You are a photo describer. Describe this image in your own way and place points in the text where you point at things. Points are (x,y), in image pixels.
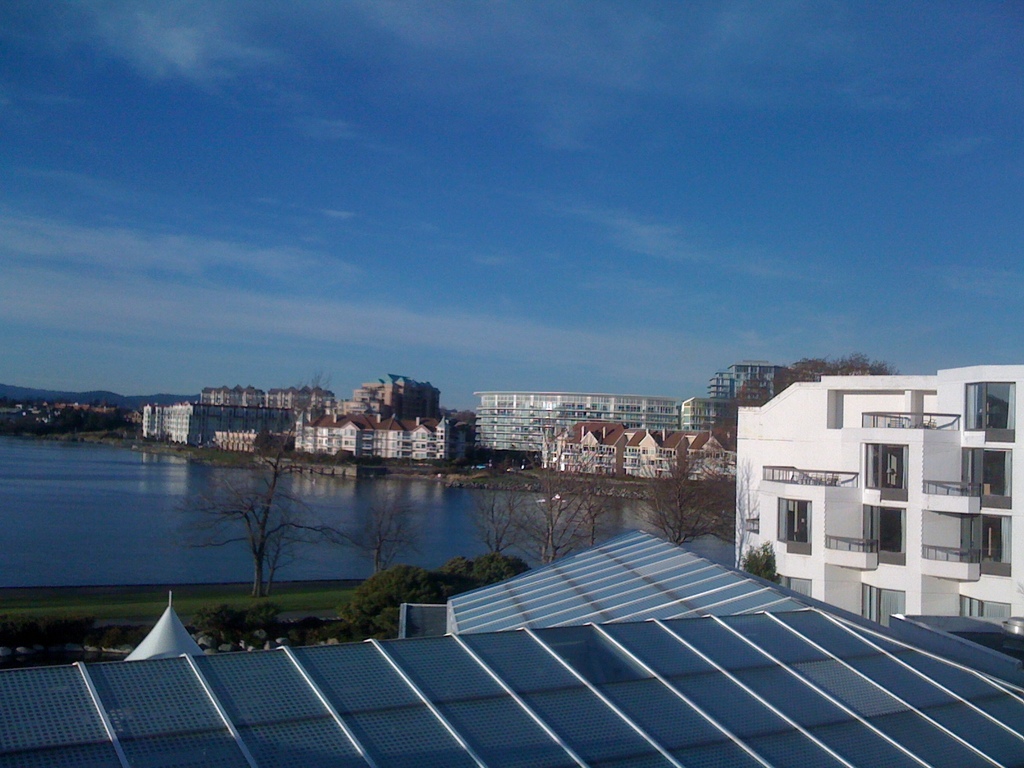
Here we can see roof top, building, trees (370,595), grass (210,599) and water (326,500). In the background (329,426) we can see buildings (392,429) and sky (367,249).
